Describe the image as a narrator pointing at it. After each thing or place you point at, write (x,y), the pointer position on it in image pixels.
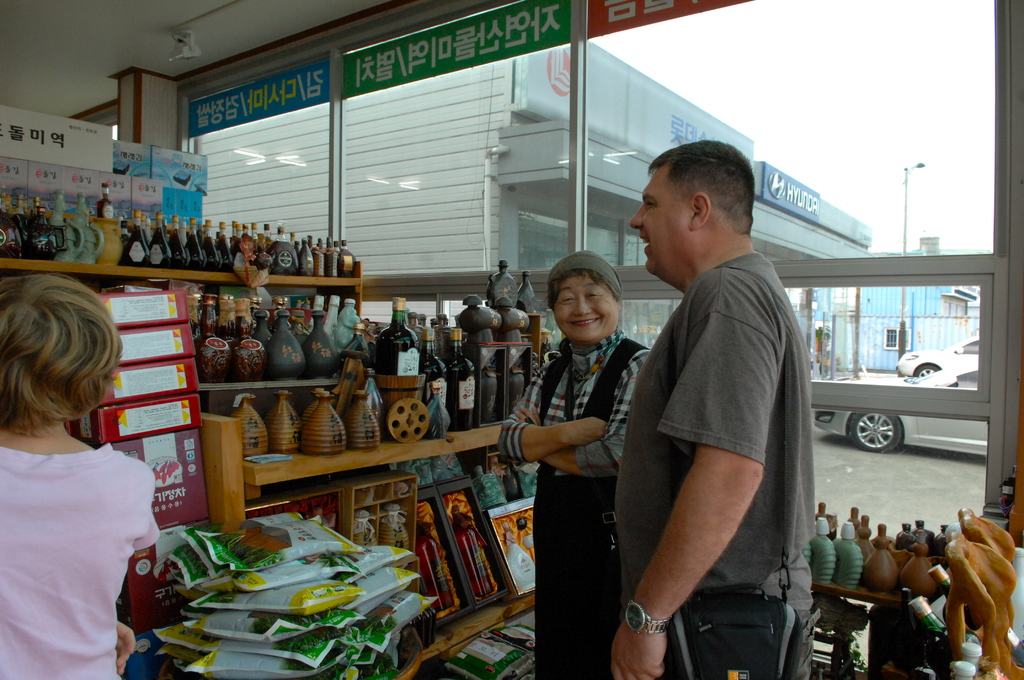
In this image in the foreground (477,536) there is a shop (271,577). In the shop (271,577) there are packets (305,631). cartons (177,409), bottles (331,405), containers (320,417) and other things (451,611) are there. In the left (42,360) a person (46,378) is standing. In the right (696,461) a man (700,341) and a woman (535,410) are standing. They both are smiling. In the background (531,132) there are buildings (594,133), cars (859,431), street light (905,172). This is a glass wall (280,132).
